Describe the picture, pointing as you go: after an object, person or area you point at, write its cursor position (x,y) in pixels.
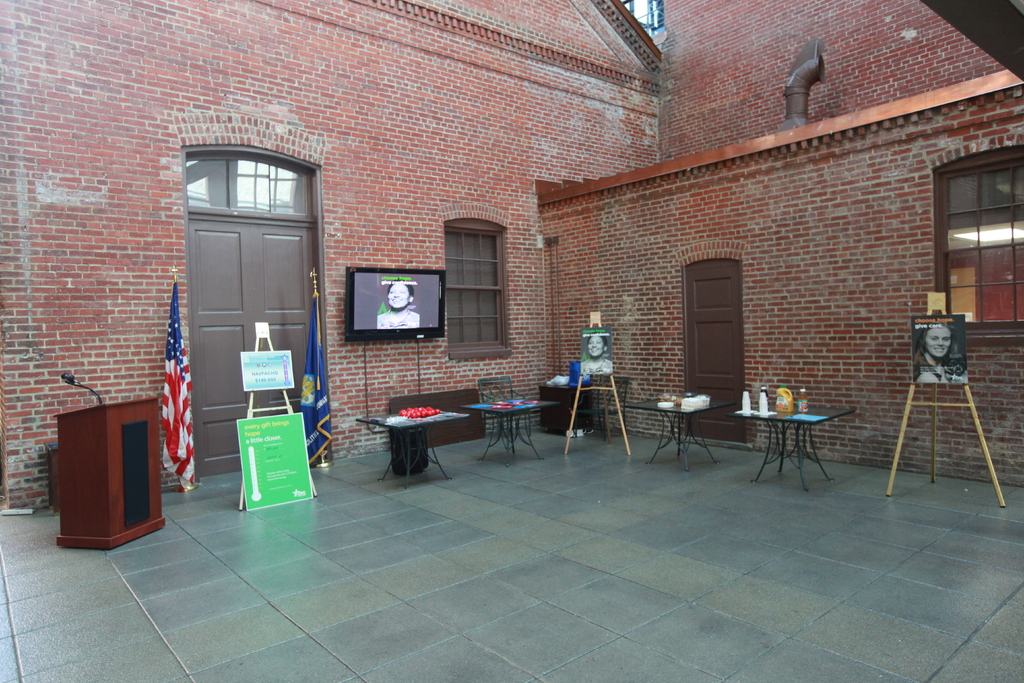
In this image I can see the tables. On the tables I can see the bottles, can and many objects (491,404). To the left (92,488) I can see the podium (90,450) and there is a mic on it. I can also see the boards (256,457). In the background (314,379) I can see there are flags (302,389) and I can see the screen (372,282) to the wall (337,302). I can see the brown color brick wall (518,110) in the background (388,89).
